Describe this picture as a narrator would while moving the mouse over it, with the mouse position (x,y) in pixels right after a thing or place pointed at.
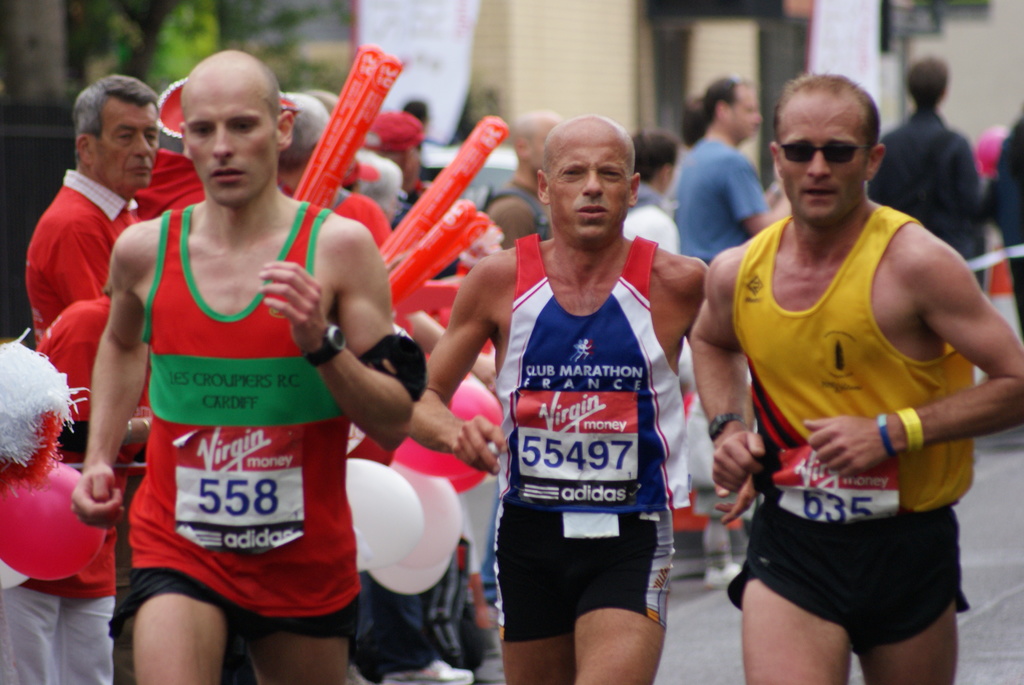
In this image we can see people (692,383), balloons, and few objects (551,442). In the background (623,79) we can see banners (438,35), wall (491,31), and trees (291,43).
